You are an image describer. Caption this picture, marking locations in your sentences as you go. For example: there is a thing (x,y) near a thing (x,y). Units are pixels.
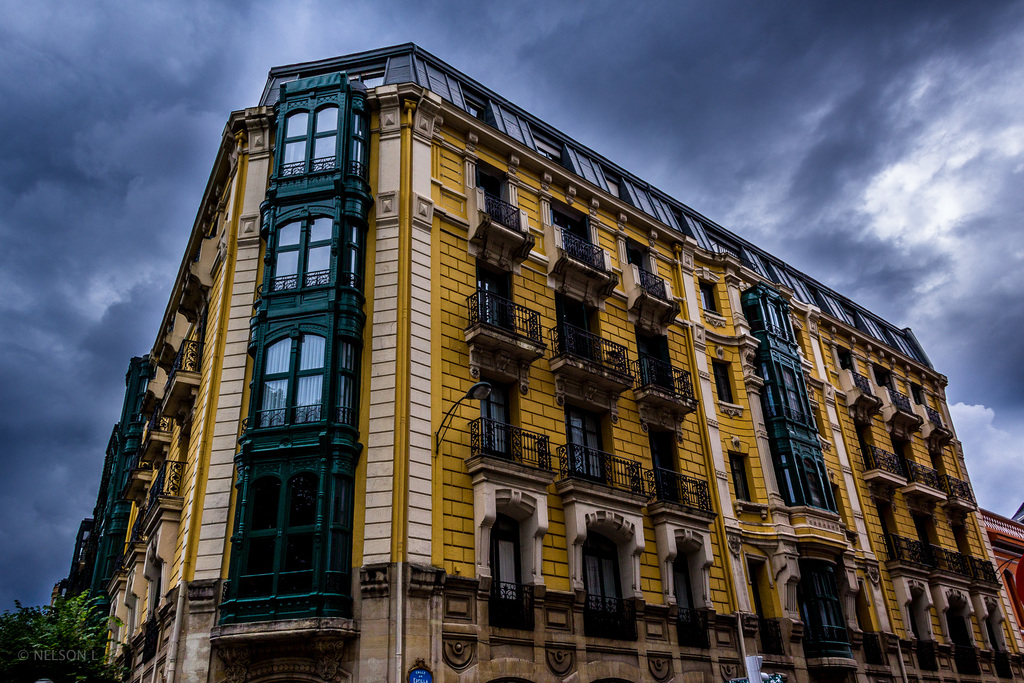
In this picture we can see buildings (679,542), leaves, railings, windows (126,462) and objects (413,682). In the background of the image (530,57) we can see the sky (564,59) with clouds (682,185). In the bottom left side of the image (75,660) we can see watermark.
